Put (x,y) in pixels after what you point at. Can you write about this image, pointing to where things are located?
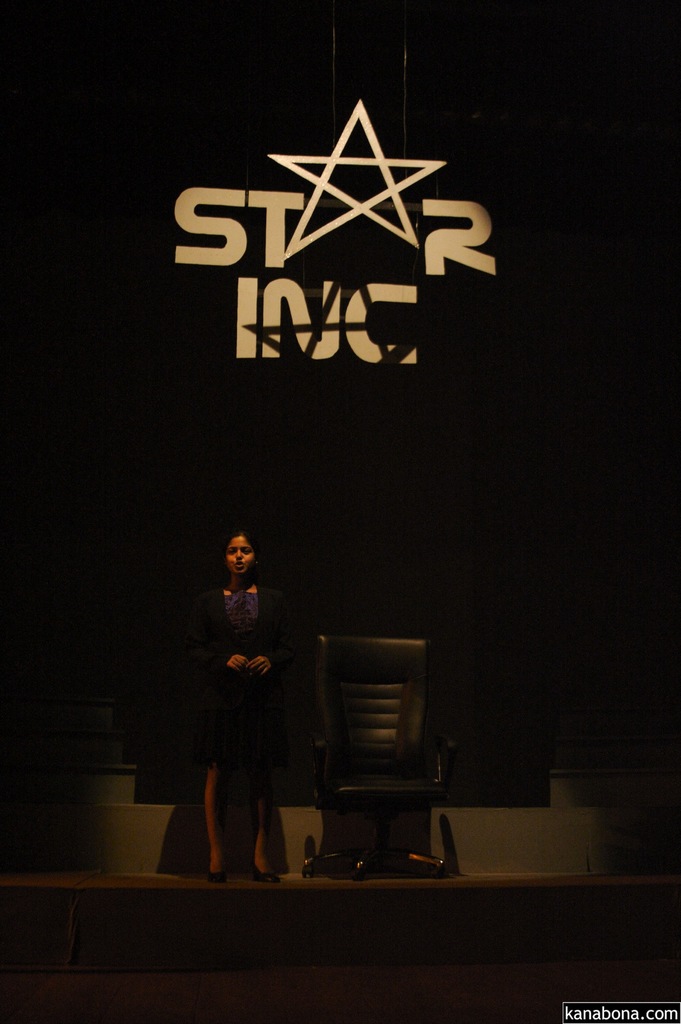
this picture shows a woman (268,617) standing and we see a chair (321,770) on a side and we see a hoarding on her back and we see a black background (627,510).
